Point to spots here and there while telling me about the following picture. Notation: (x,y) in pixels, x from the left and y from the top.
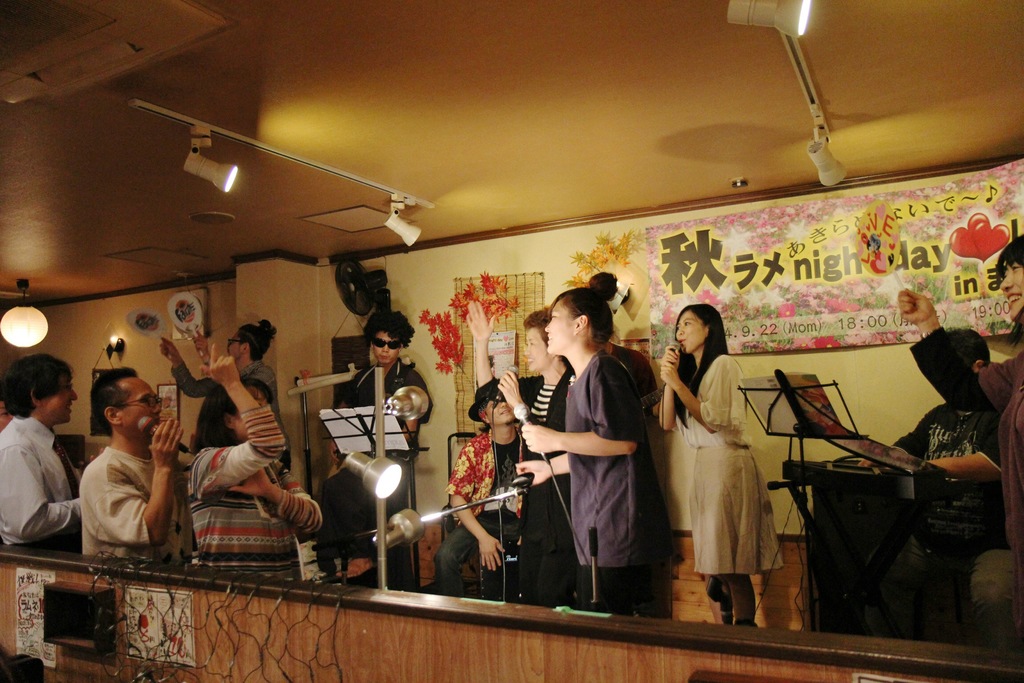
In this image there are a few people (556,474) standing and sitting, few (726,469) are holding some objects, in front of a few people (595,459) there is a stand (374,442). On the stand (415,446) there are a few papers (816,399). In the background (988,333) there are a few frames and a board (803,285) with some text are hanging on the wall (340,304). At the top of the image (287,87) there is a ceiling (396,106) with lights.
